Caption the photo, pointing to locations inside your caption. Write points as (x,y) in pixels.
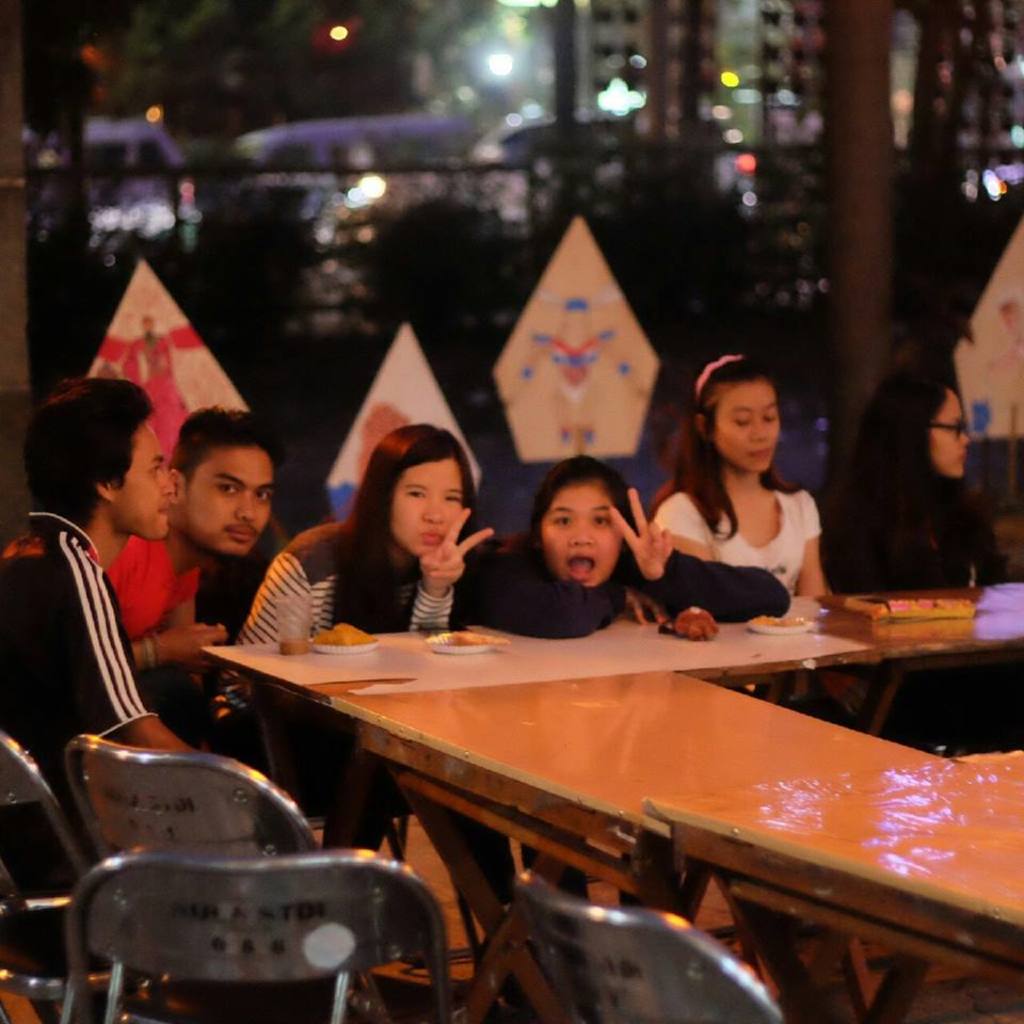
As we can see in the picture that, there are six people (471,573) are sitting on a chair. This is a table (640,763).
